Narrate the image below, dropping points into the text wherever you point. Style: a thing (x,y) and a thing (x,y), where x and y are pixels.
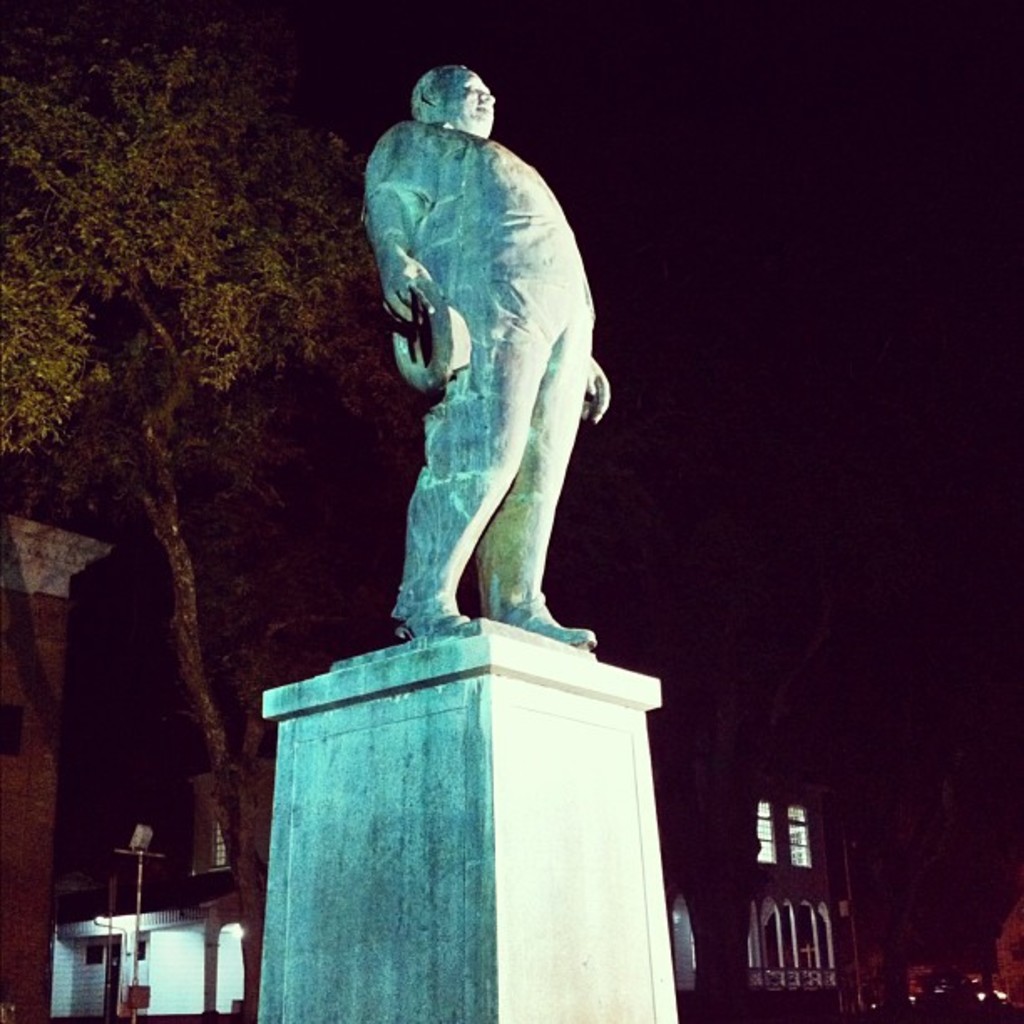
As we can see in the image there is a statue (407,713), tree (231,510) and buildings (816,948).
